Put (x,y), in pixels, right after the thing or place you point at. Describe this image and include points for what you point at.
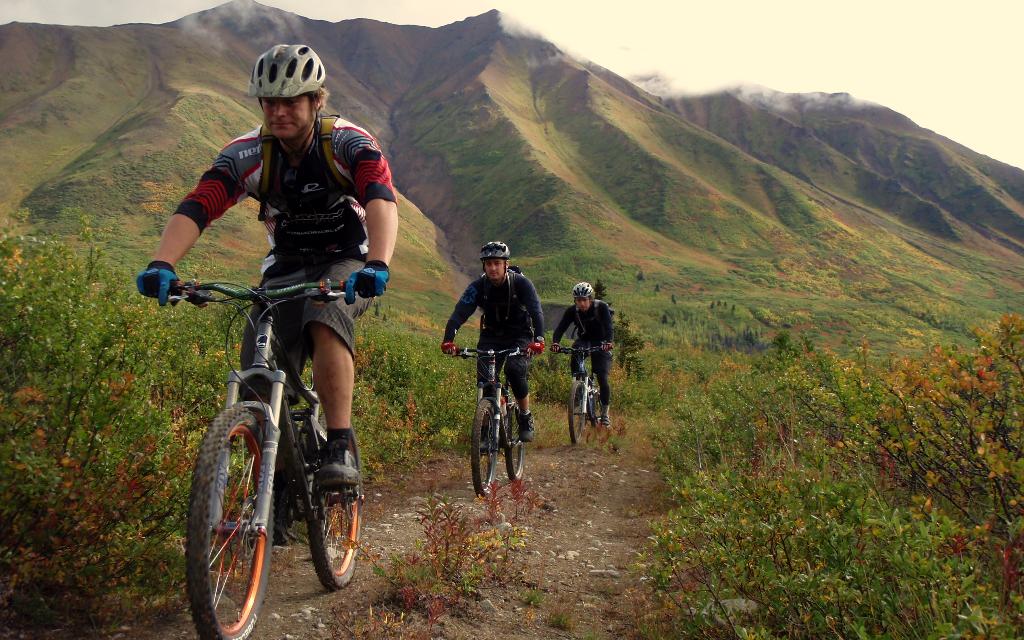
These three people (328,314) are riding bicycles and wore helmets (585,291). Background (876,137) there are mountains (174,37). Here we can see plants (829,438).
